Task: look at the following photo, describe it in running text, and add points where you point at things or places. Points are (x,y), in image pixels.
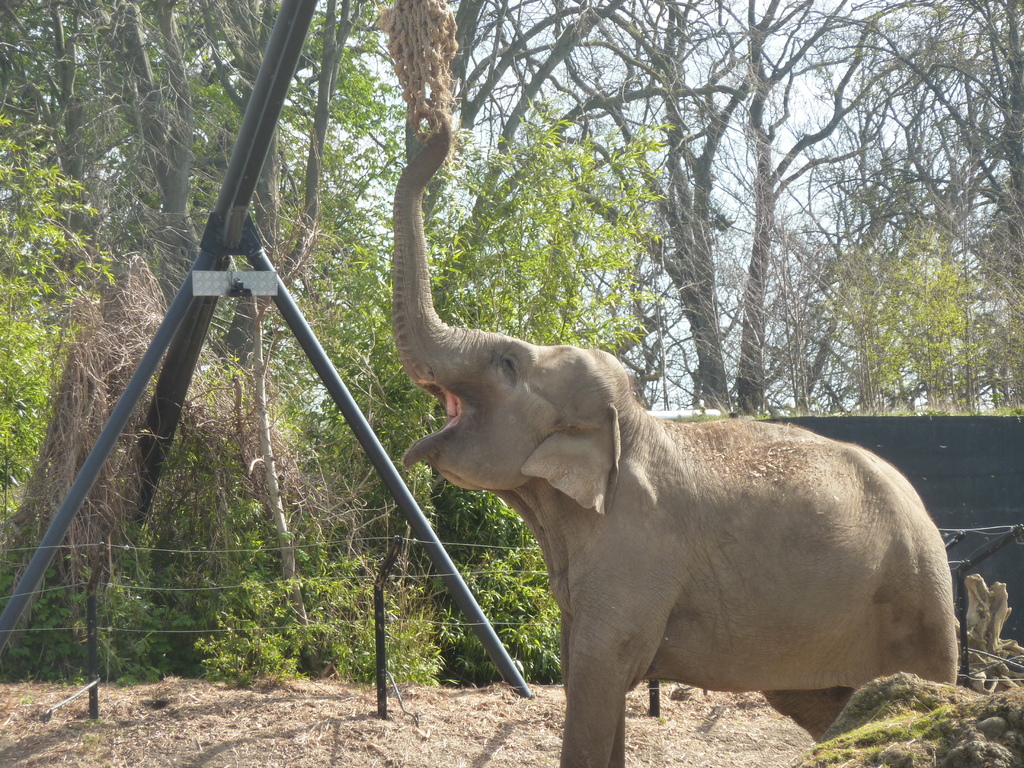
In this picture we can see an elephant (553,419), grass (864,705), iron rods (376,653), fence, trees (17,417) and objects (227,282). In the background of the image (827,168) we can see the sky (899,144).
